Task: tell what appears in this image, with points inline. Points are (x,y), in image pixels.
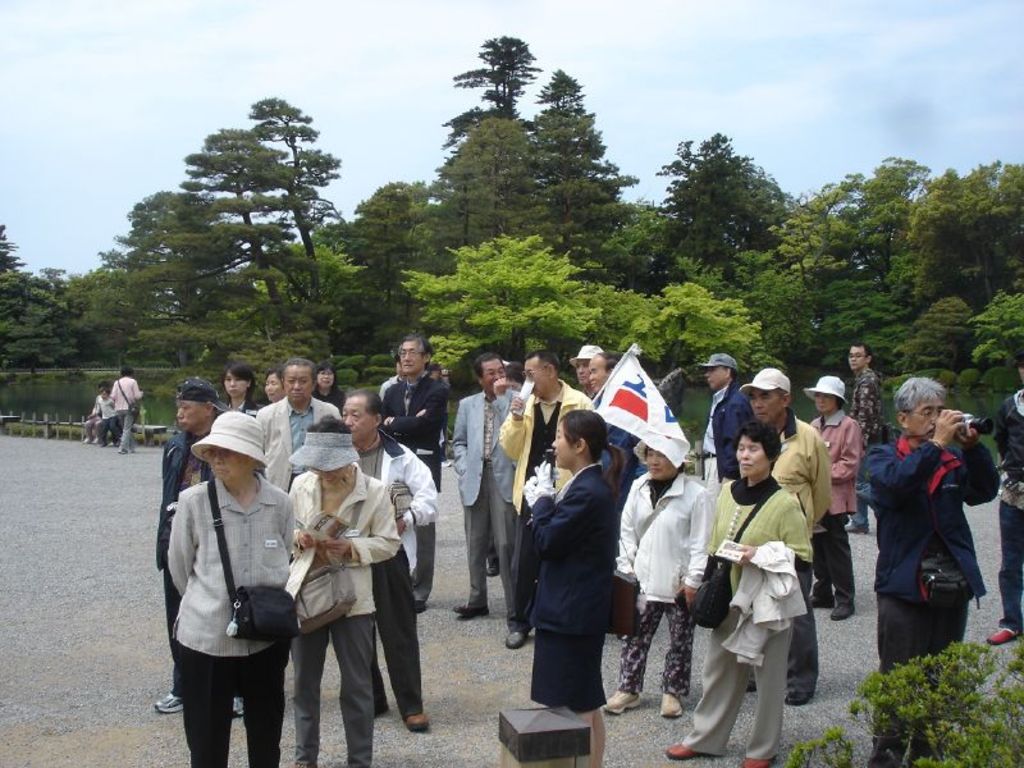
This image consists of a many people (520,542) standing on the ground (452,635). In the middle (568,511), there is a woman (590,539) holding a flag (630,413). At the bottom (178,753), there is a road (108,746). In the background (188,369), there are trees (659,244). At the top (806,128), there is sky (371,118).
